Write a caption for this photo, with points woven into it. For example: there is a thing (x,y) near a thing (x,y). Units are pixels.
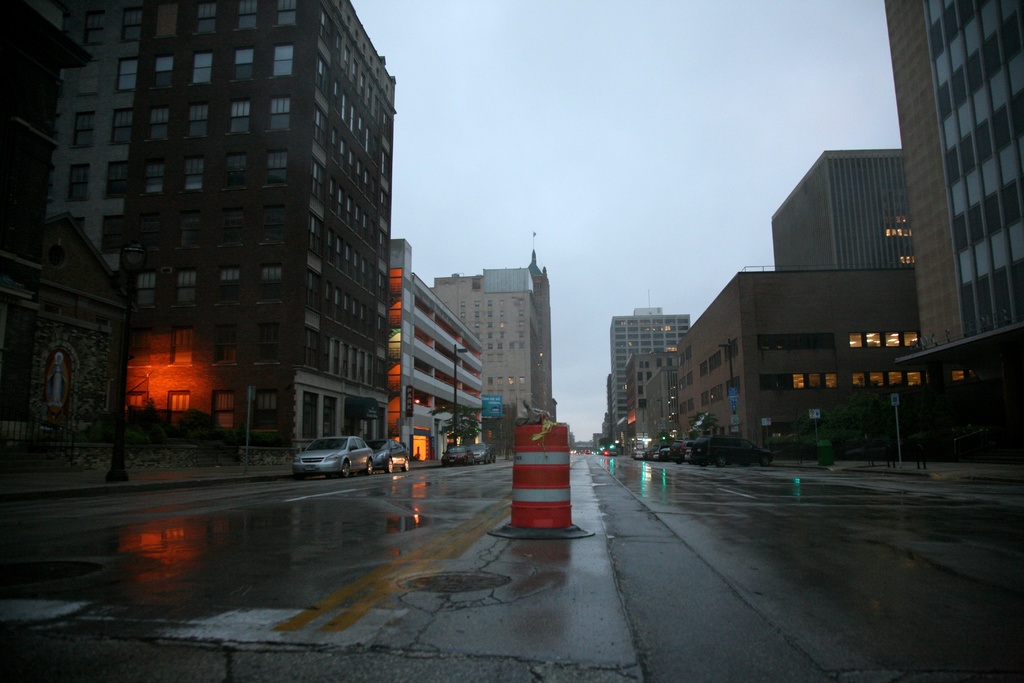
In this image I can see a main road (332,476), in the road (332,476) I can see a red color container (534,441) and vehicles (349,445) and on the left side (153,270) and on the right side (791,198) I can see buildings (931,257) and at the top (518,170) I can see the sky (717,156) and I can see a street light pole (139,259) visible on the left side (119,402).
